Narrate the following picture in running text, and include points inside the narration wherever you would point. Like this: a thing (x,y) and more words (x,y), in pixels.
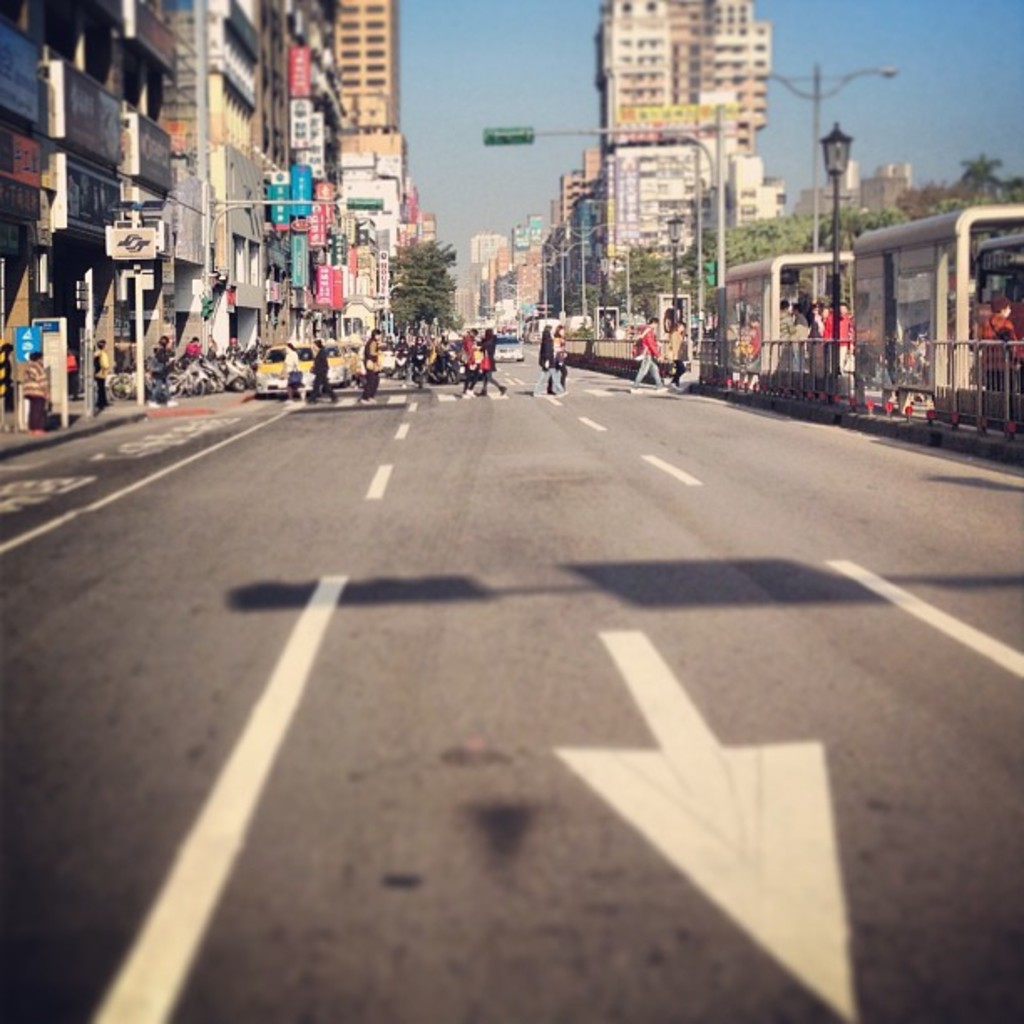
In this image there are a few vehicles (194,380) moving on the road (970,790) and few people (318,354) are crossing the road (714,409). On the left (300,333) and right side of the image (756,189) there are buildings (756,189) and trees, in front of the buildings (260,328) there are a few poles (142,356), boards (26,350) and street lights (207,326). In the background (497,210) there is the sky (490,81).
